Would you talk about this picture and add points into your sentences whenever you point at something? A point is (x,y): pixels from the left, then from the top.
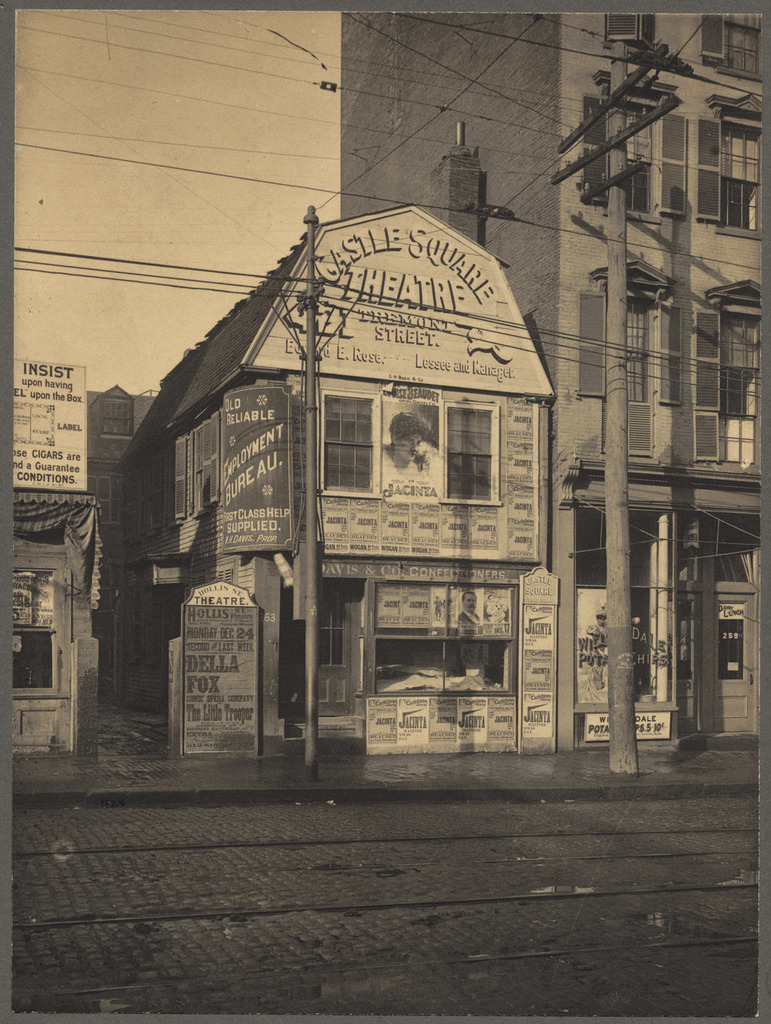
This is a black and white image. In this image there is a road (437,815). Also there are electric poles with wires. In the back (304,383) there are buildings (568,392) with windows (747,155). Also there are posters (293,390) on the building (129,500). In the background (109,220) there is sky (116,256).
